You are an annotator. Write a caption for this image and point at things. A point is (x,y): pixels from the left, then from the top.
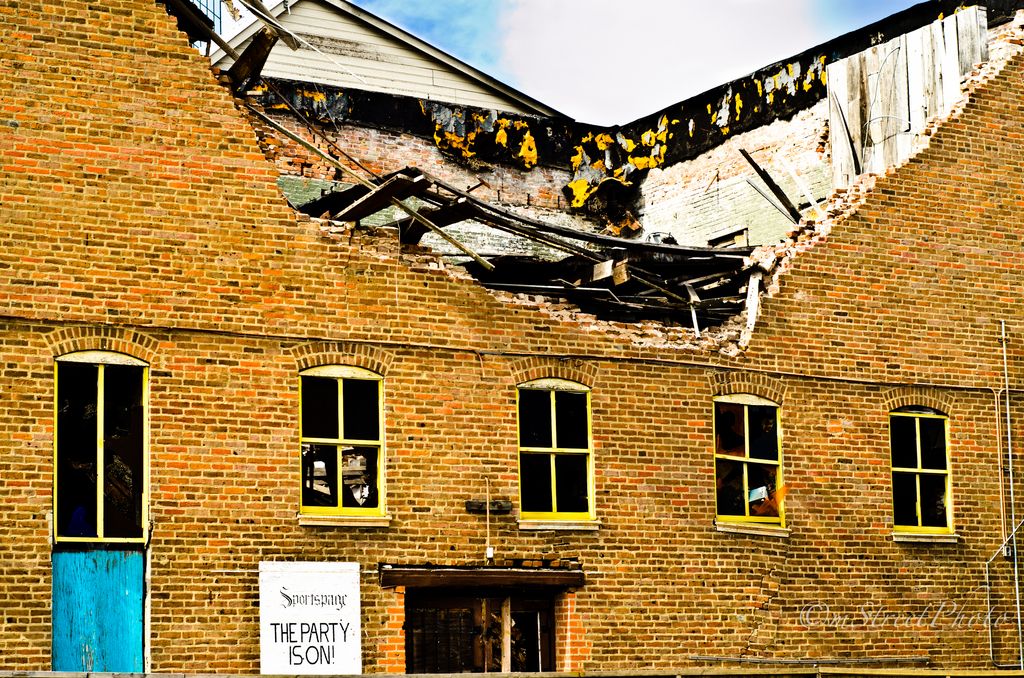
In this picture I can see a collapsed building (365,455), there is a name board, and in the background (612,69) there is sky (655,41) and a watermark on the image.
